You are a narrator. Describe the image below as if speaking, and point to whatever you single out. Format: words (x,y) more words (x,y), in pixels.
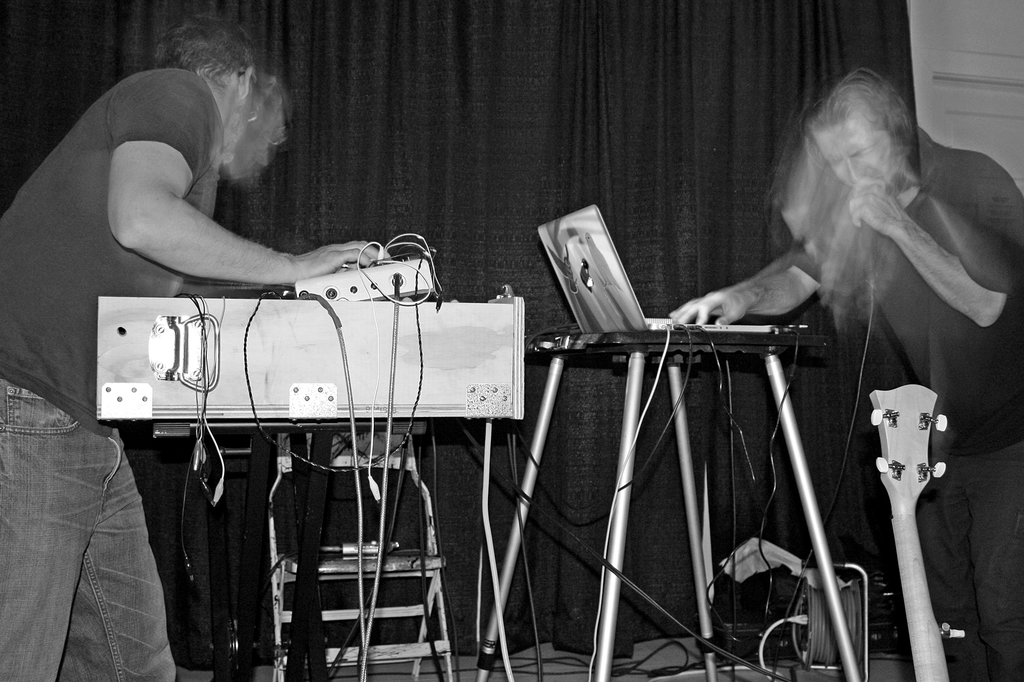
As we can see in the image there is a curtain (494,185), two people (1005,307) standing and the person (965,265) on the right side (769,265) is operating laptop (612,242) and in the front (947,677) there is a banjo (927,589).
